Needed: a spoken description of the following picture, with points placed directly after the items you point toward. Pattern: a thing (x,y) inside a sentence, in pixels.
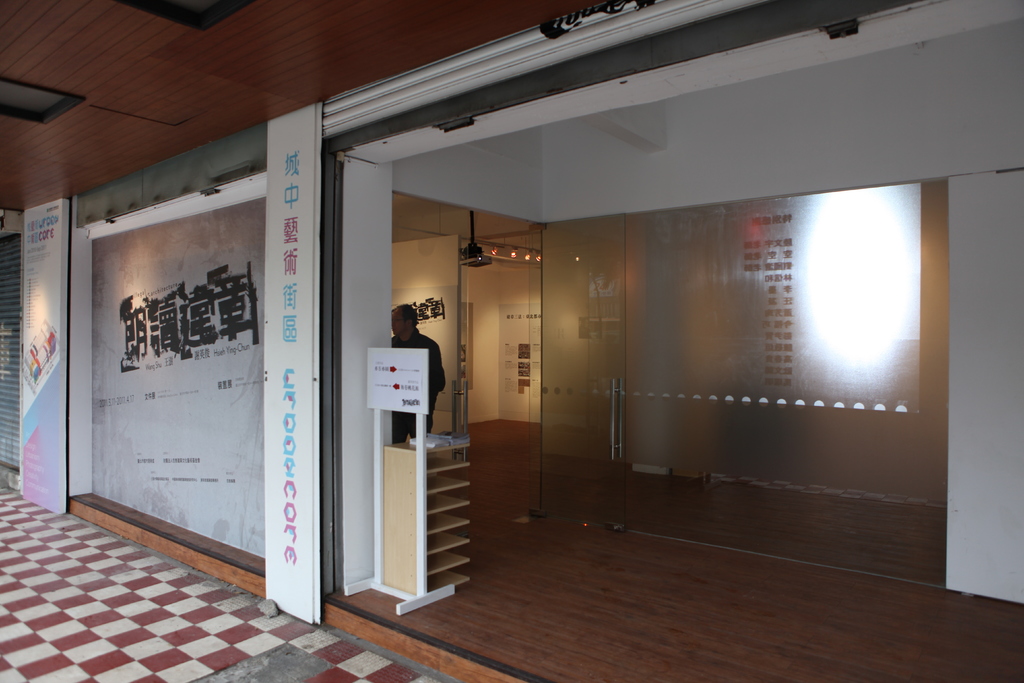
In this image in the center (617,339) there is a glass door (576,417) and one person (410,345) is standing, and there are some boards (233,419), wall (88,480), shutter (4,405) on the left side (27,458). At the bottom (132,604) there is a walkway (80,604), and at the top (275,96) there is ceiling (417,49) and some lights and in the background (591,128) there is a wall (931,152). And at the top of the image (439,70) there is a shutter (488,83).
